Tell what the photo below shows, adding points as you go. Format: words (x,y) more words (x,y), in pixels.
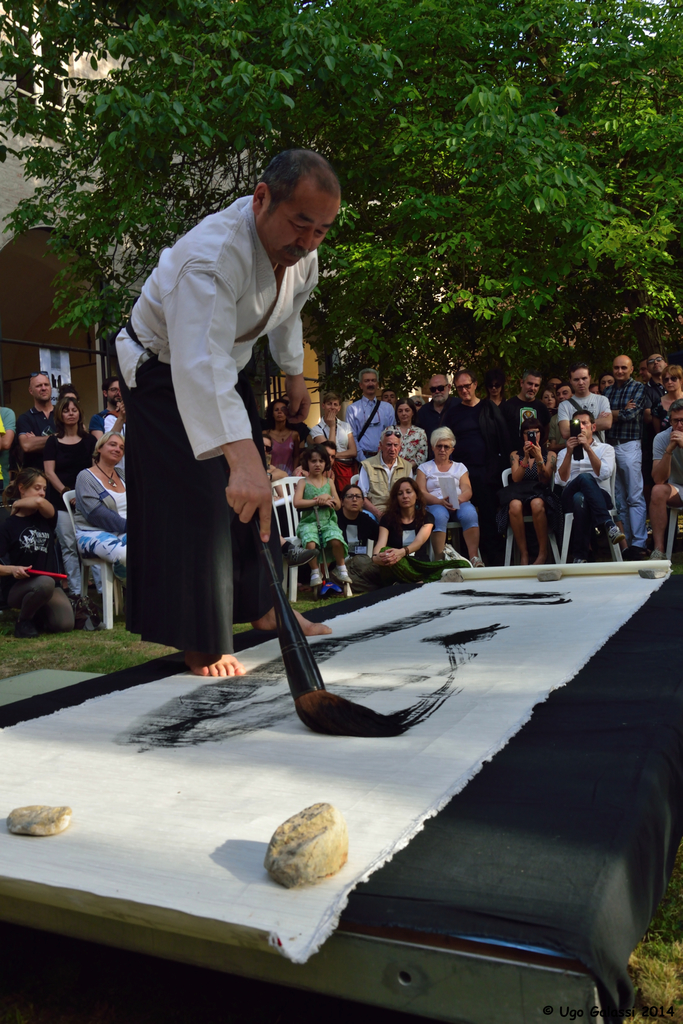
In this image we can see a man (311,622) painting on the sheet (410,684) with a brush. Here we can see stones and a cloth (526,844). In the background (24,368) we can see people (363,524), grass (72,649), house (11,185), and trees (500,170).
